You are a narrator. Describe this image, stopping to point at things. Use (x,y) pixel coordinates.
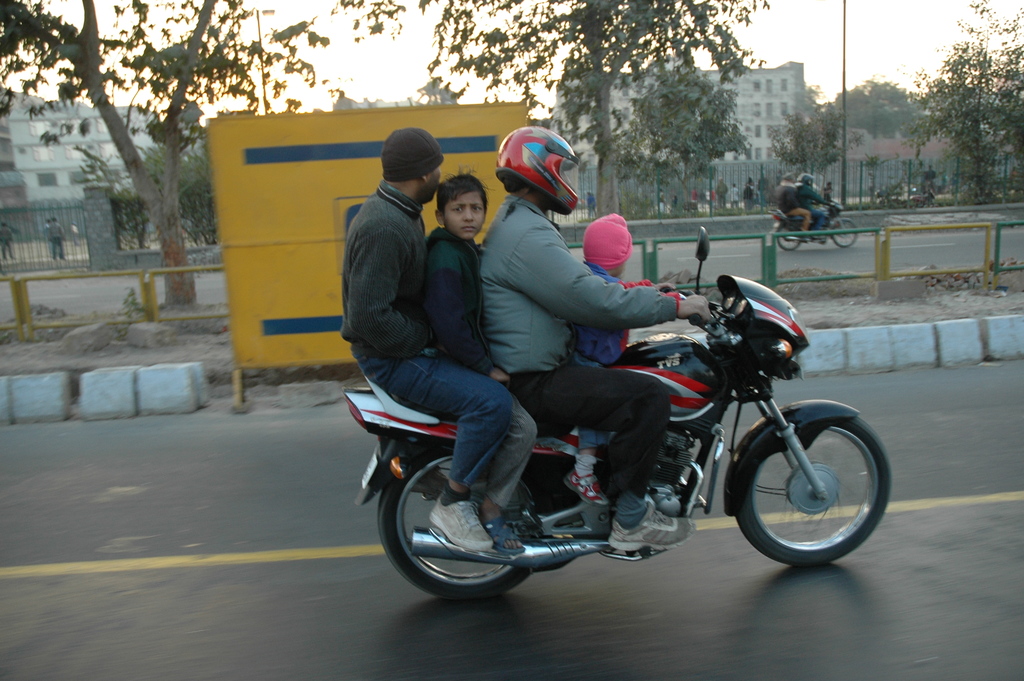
There are four persons (549,389) on the bike (690,482). This is road (972,591). Here we can see some trees (510,7) and there is a building (746,103). And this is pole (844,9).
